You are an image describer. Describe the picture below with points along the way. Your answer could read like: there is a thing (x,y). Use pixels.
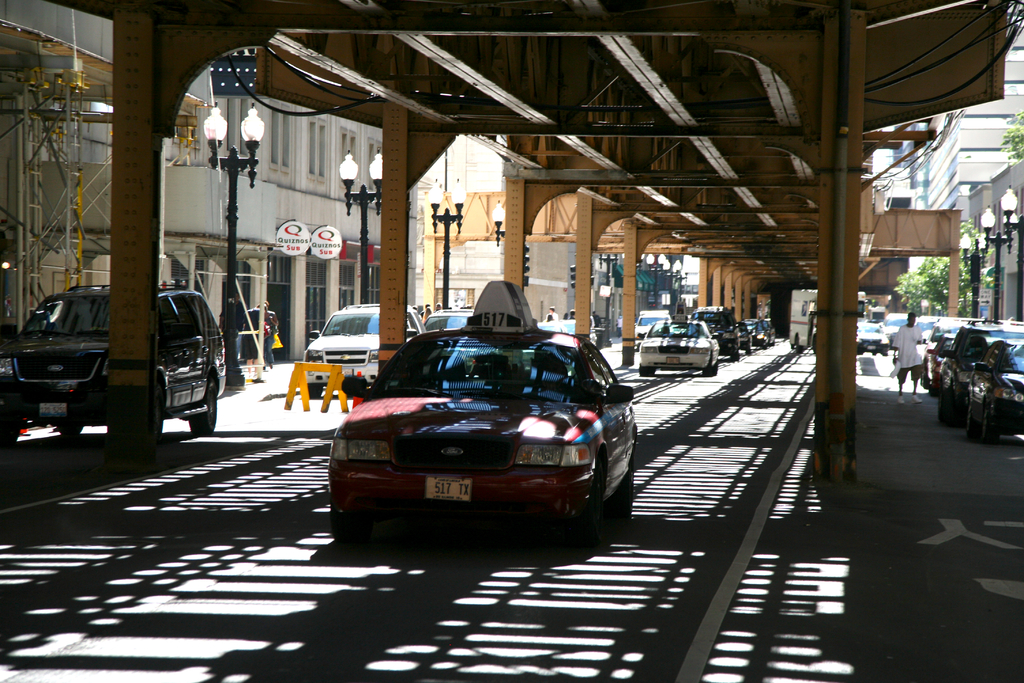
There is a car (481,341) in the foreground area of the image (497,395), there are people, vehicles (376,361), buildings (289,311), poles (835,245), it seems like subway (585,209) and the sky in the background (635,255).
